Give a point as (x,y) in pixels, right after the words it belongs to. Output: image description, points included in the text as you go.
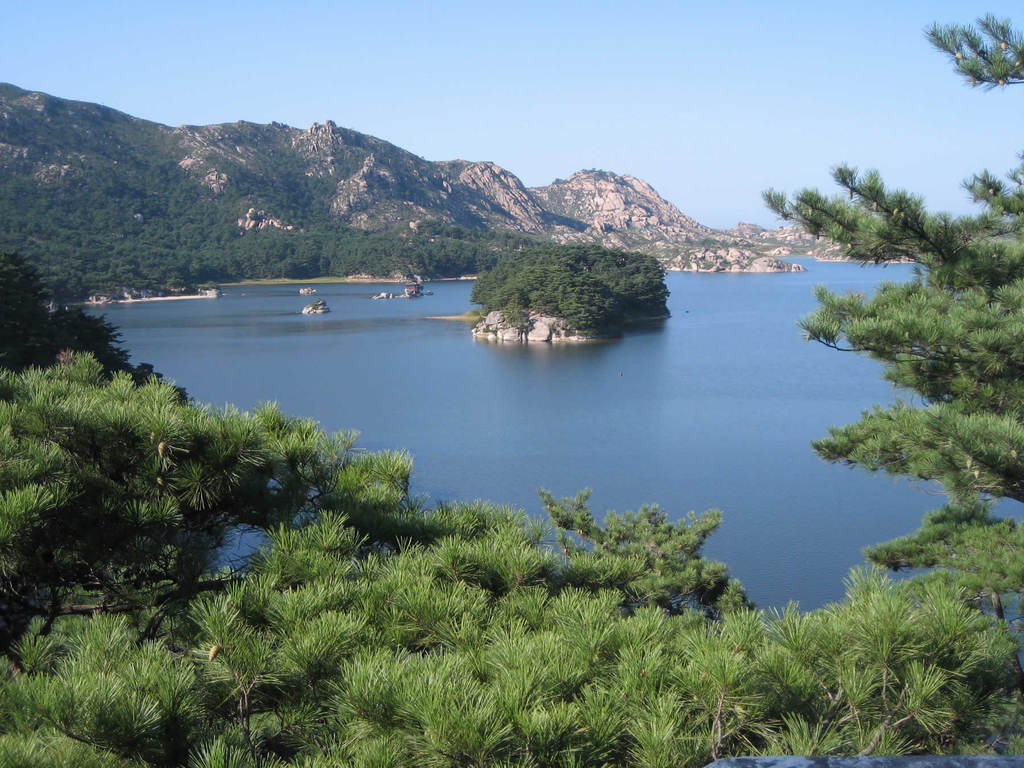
In the center of the image (522,401) we can see a lake (476,436). At the bottom (421,654) there are trees (858,586). In the background (509,214) there are hills (412,197) and sky (557,66).
